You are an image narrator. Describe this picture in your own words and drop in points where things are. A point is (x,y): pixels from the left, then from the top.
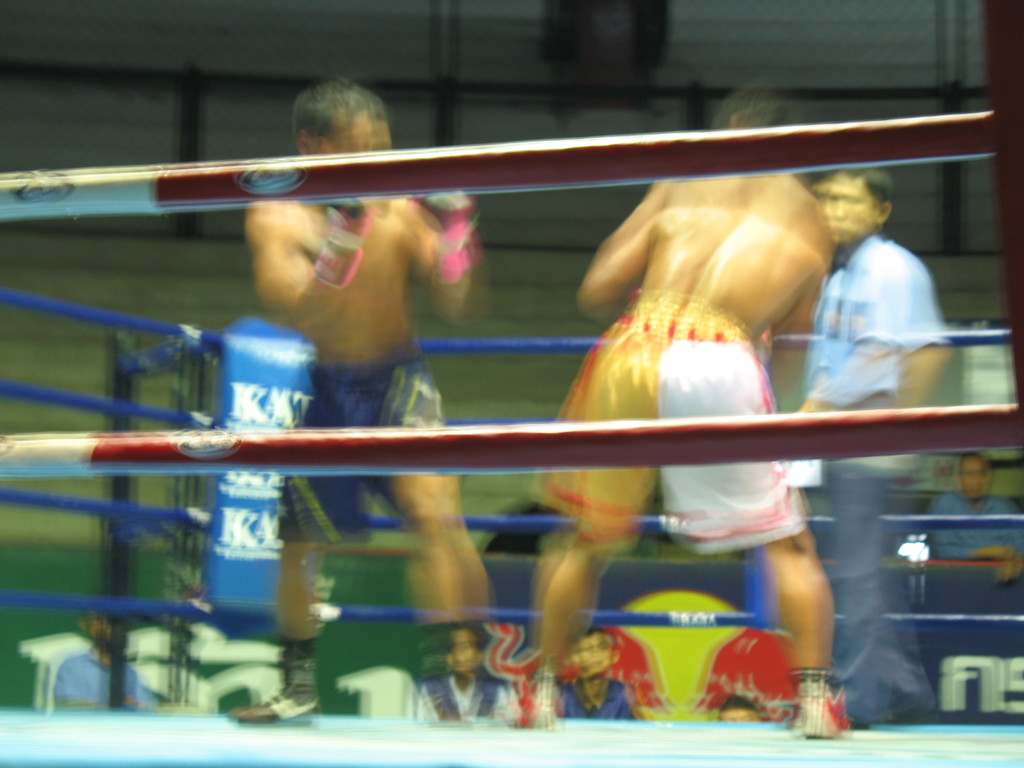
It is a blur image. In this image, we can see a group of people (1001,544). At the bottom (488,748), we can see blue color. Here there are few ropes (32,498) and poles (223,363).
